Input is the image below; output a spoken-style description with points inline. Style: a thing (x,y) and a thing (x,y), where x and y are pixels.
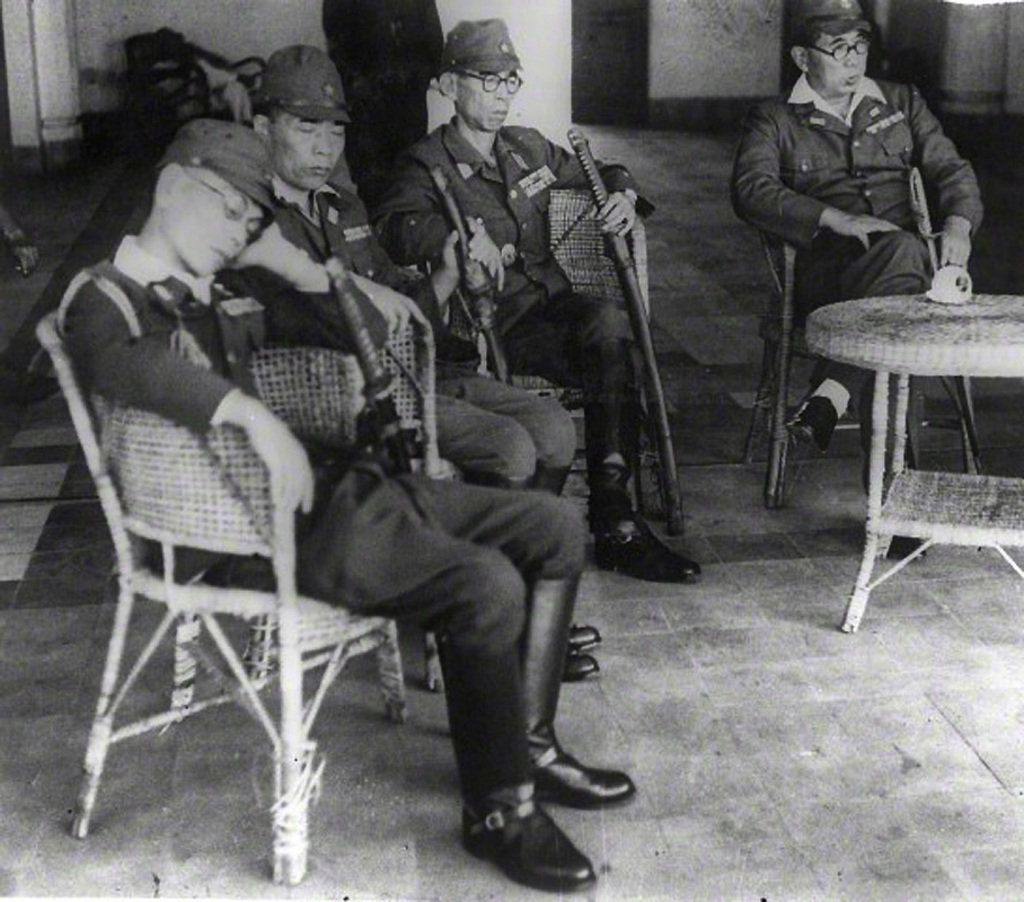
This is a black and white picture. Here we can see few persons (378,524) sitting on chairs (598,276) wearing caps (251,183) in front of a table (926,365) and this person (232,266) is sleeping. On the background (712,51) we can see a wall (723,64). This is a floor (735,737).
